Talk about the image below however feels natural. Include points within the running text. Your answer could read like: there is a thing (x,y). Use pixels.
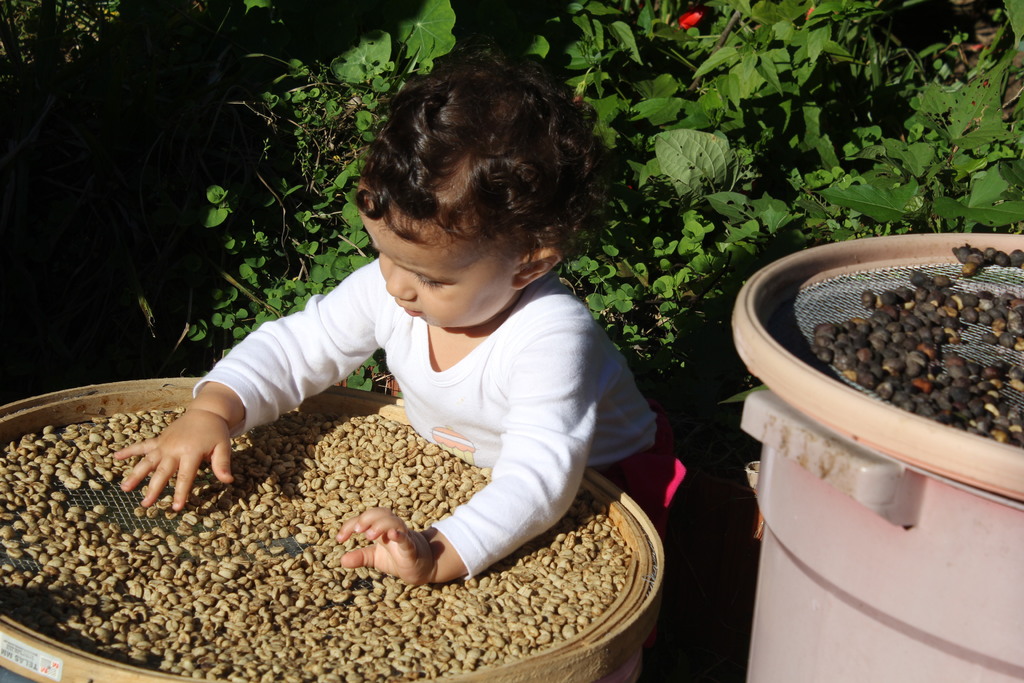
In the picture there are some beans (364,571) kept on a drum (621,615) and behind those beans (431,624) there is a kid (552,496) and on the right side (840,325) there are some other objects (912,322) kept on another drum (892,469) and in the background (385,90) there are many plants (752,137).
